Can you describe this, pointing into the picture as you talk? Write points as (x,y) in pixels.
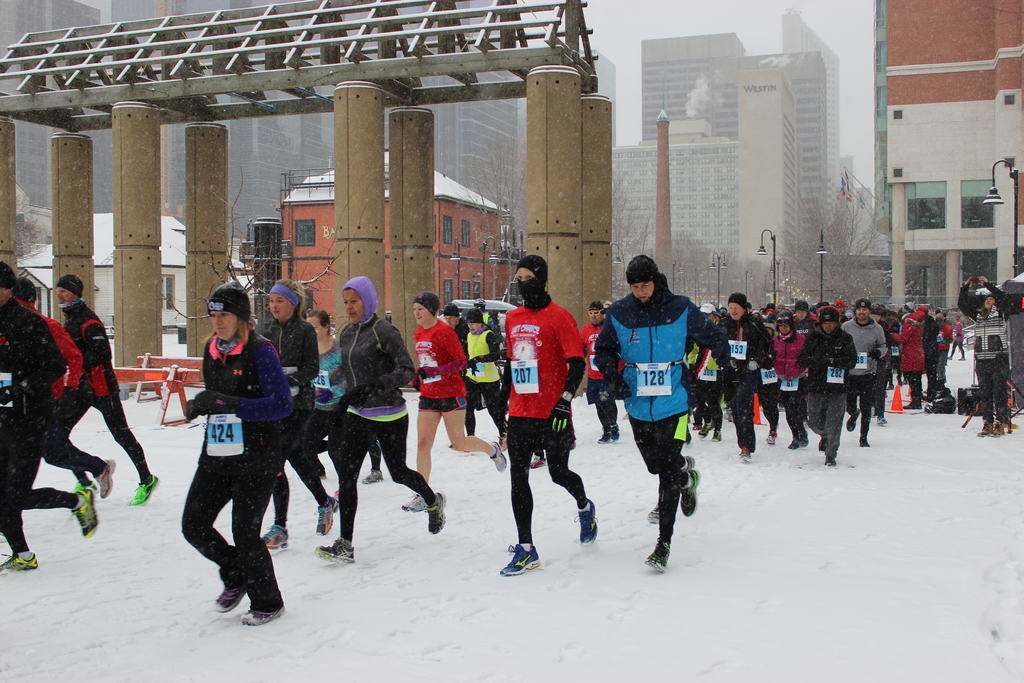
In the center of the image (496,388) we can see a group of people (477,373) are running. In the background of the image (413,176) we can see buildings (315,171), shed (341,152), electric light poles (770,234), tree (845,252), tower (662,240) are there. At the top of the image (625,37) sky (629,22) is present. At the bottom of the image (807,569) snow (830,552) is there.
